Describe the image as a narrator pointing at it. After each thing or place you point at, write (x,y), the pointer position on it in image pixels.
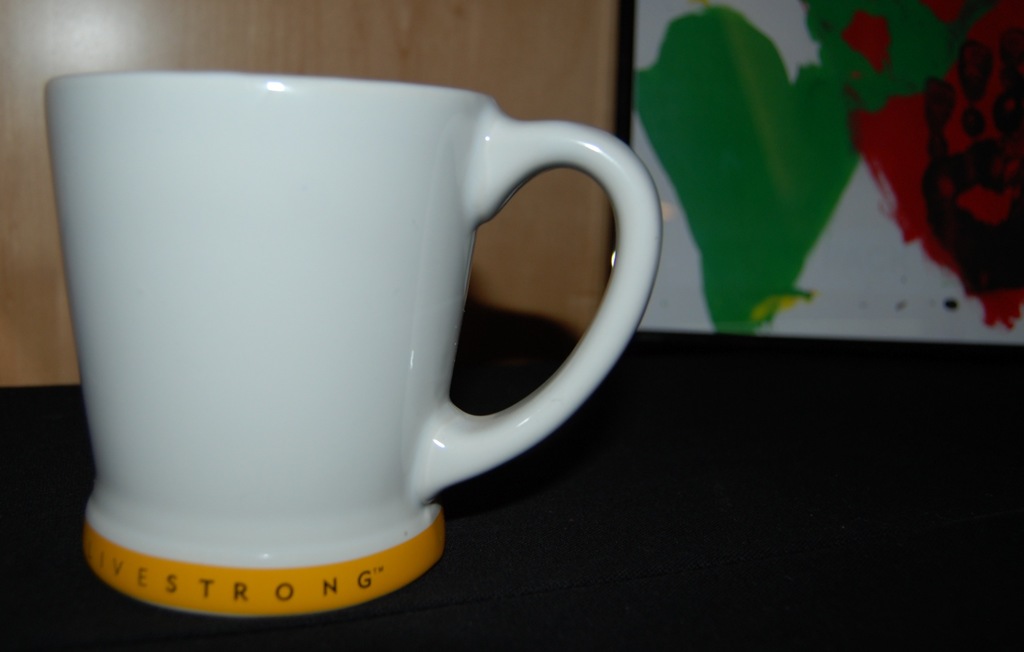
In this picture I can observe a cup (201,394) placed on the table (796,587). The cup (188,329) is in white color. On the right side (772,218) I can observe a painting (716,213) which is in green and red color.
